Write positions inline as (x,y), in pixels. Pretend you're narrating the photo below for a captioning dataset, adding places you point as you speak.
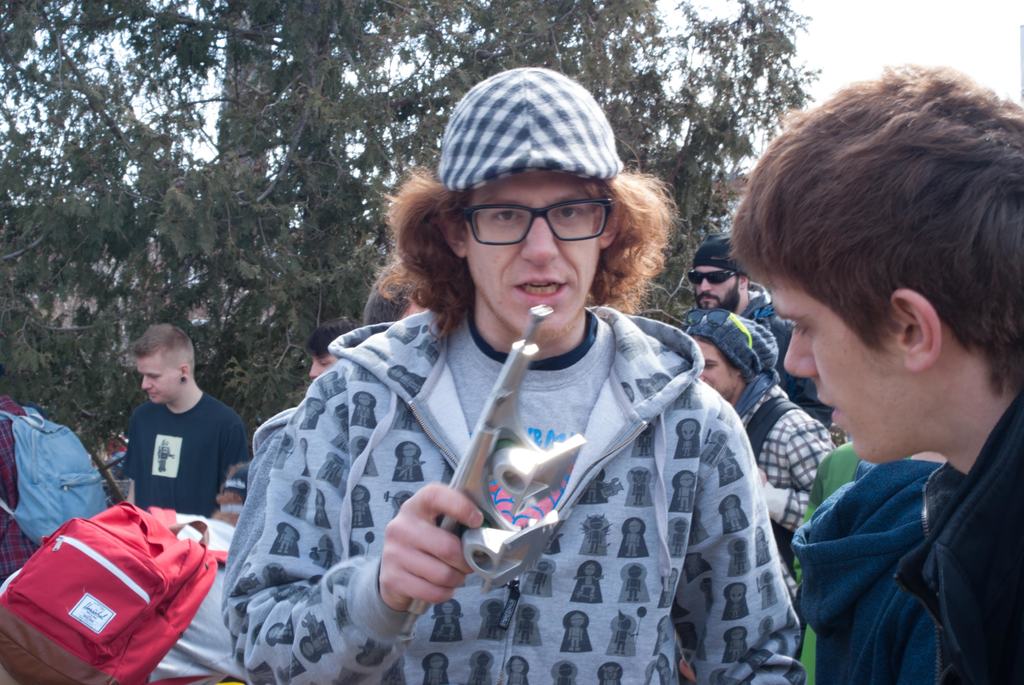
In this picture there is a man (474,193) who is standing in the center of the image (538,386), by holding a metal object (520,544) in his hand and there are other people (806,343) in the image and there are trees (285,9) in the background area of the image (347,28).
